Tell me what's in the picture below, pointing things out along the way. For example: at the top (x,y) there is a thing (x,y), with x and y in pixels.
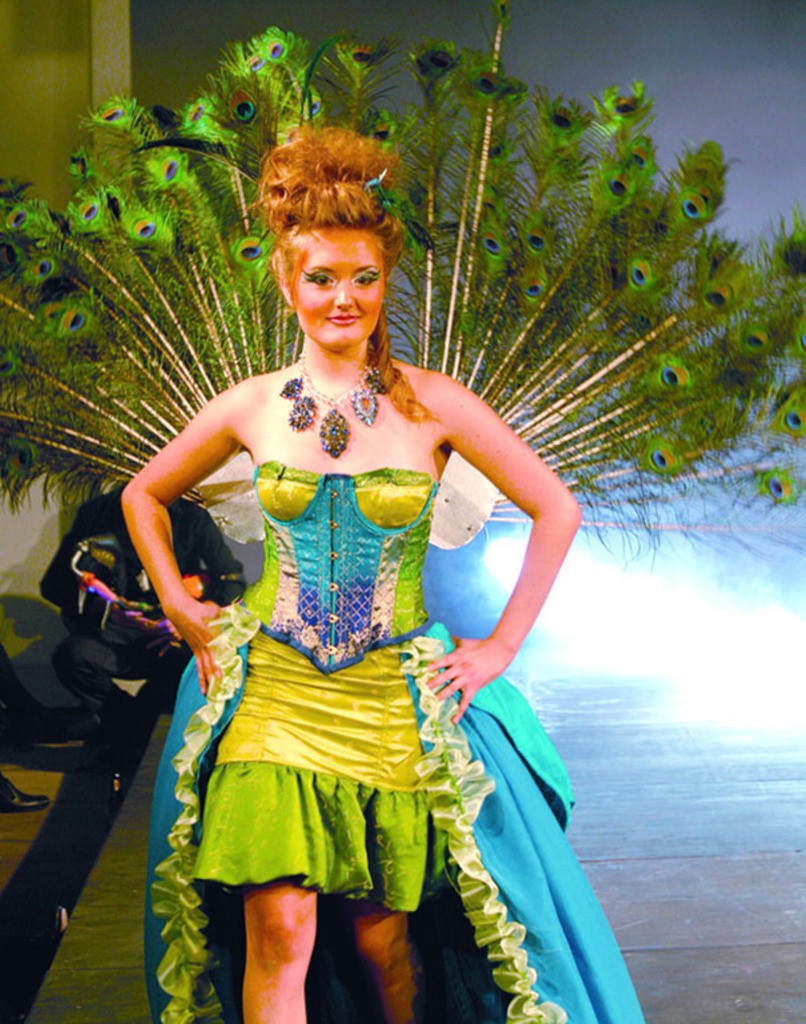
In the center of the image (406,643) we can see a lady (399,554) dressed in a costume (304,669). In the background (104,713) we can see a man (120,647). On the right (619,595) there is a light (648,592).
